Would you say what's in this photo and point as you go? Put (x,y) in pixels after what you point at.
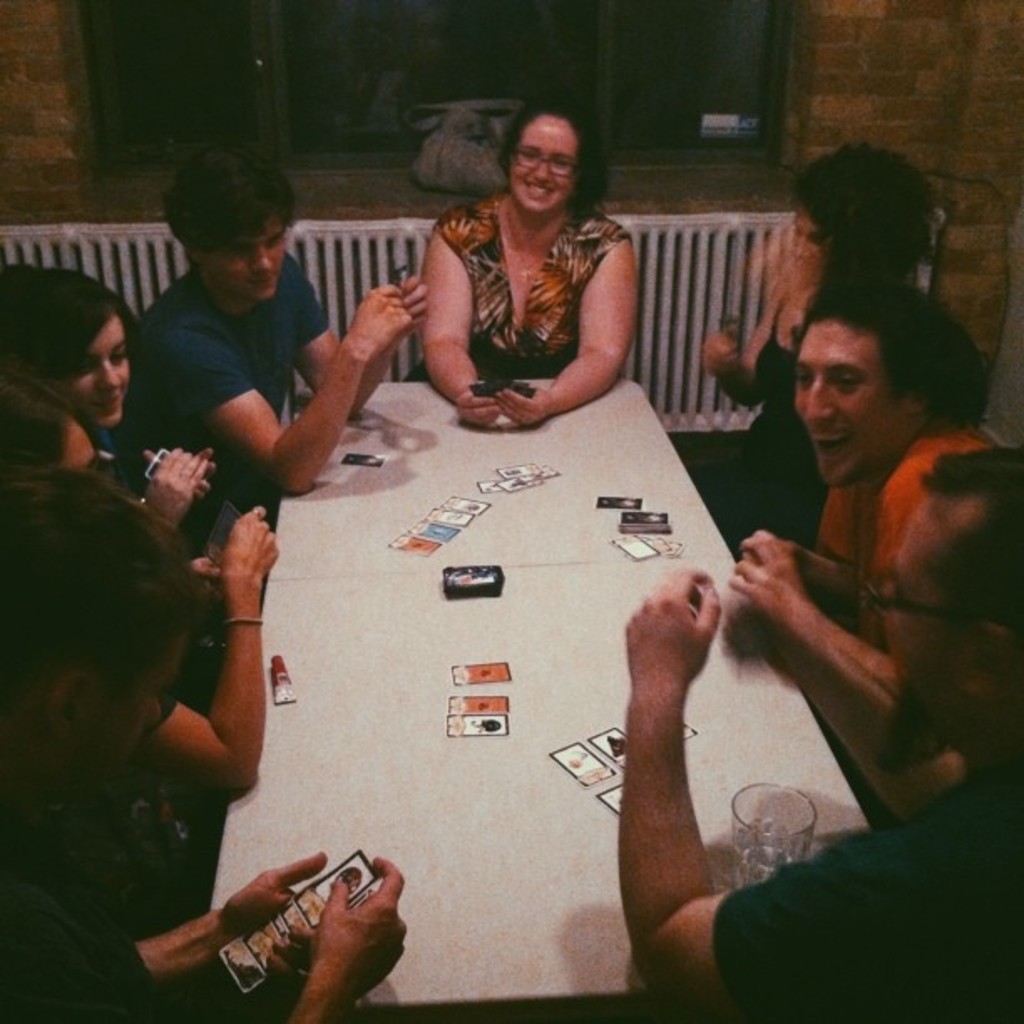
In the image we can see there are people (263,330) who are sitting on chair (929,237) and on the table (535,704) there are cards (458,706).
